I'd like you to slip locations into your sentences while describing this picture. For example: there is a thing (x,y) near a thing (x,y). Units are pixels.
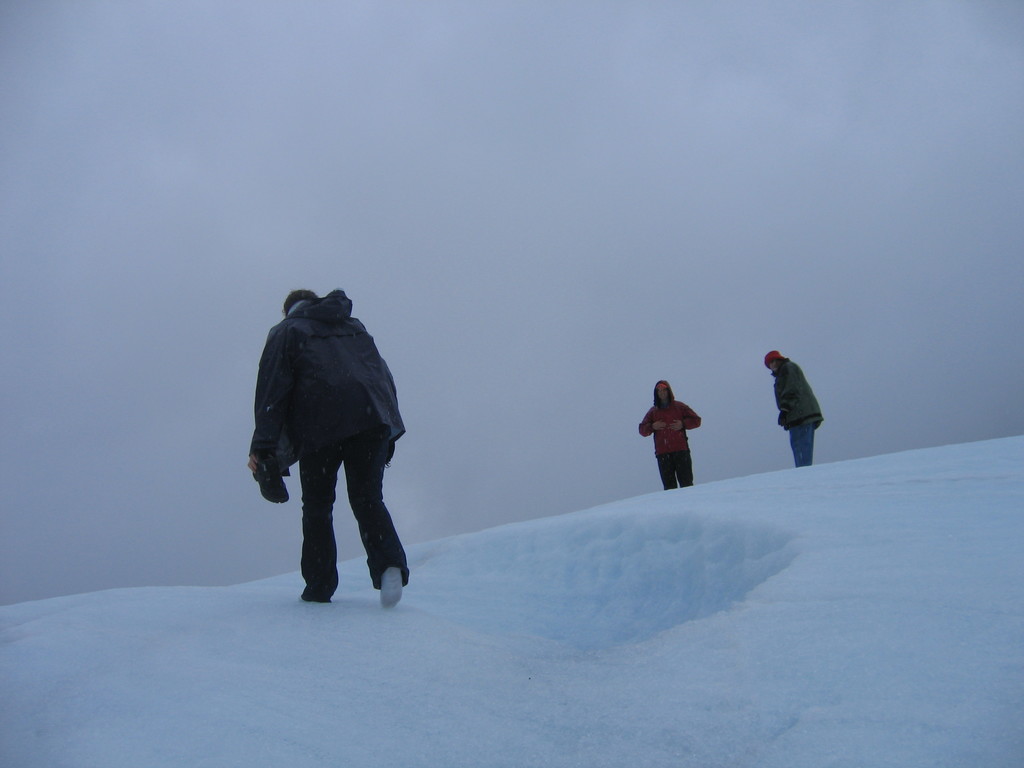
There is a person (380,541) walking on the snow (432,564) in the foreground (378,409), there are people (781,415), it seems like the sky (569,282) in the background (461,288).
